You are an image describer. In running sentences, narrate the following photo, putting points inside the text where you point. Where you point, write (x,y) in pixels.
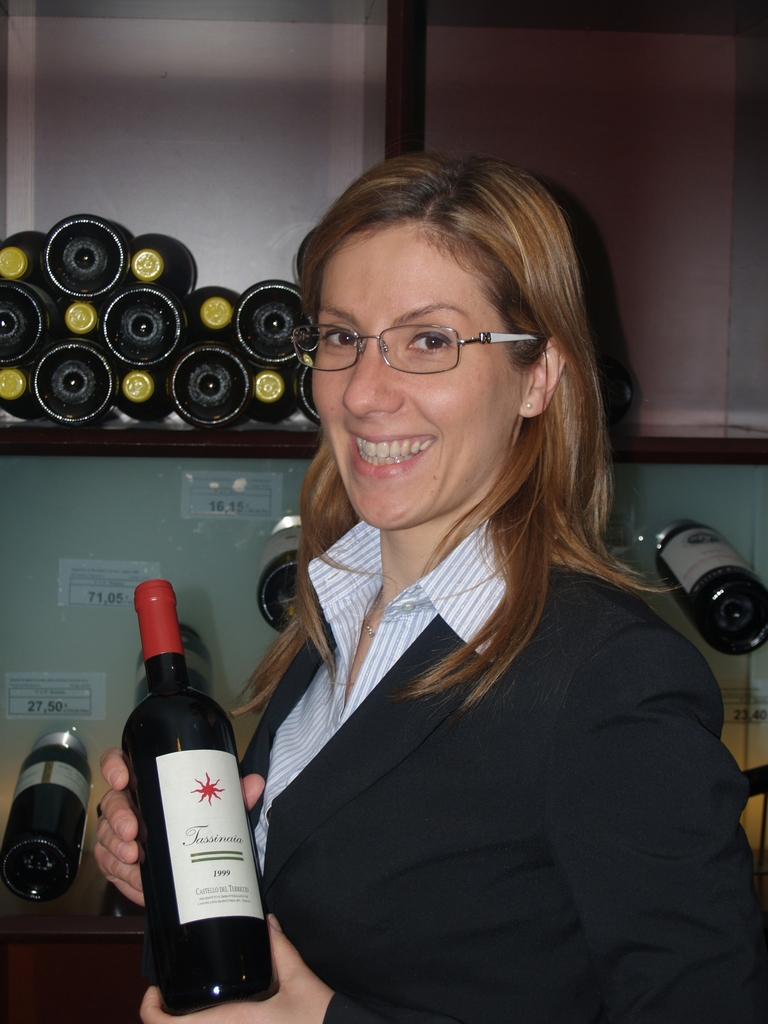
this picture shows a woman (575,504) standing with a smile on her face (359,403) holding a wine bottle (202,727) in her hands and we see few bottles (108,410) on her back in the cupboard (243,93).
